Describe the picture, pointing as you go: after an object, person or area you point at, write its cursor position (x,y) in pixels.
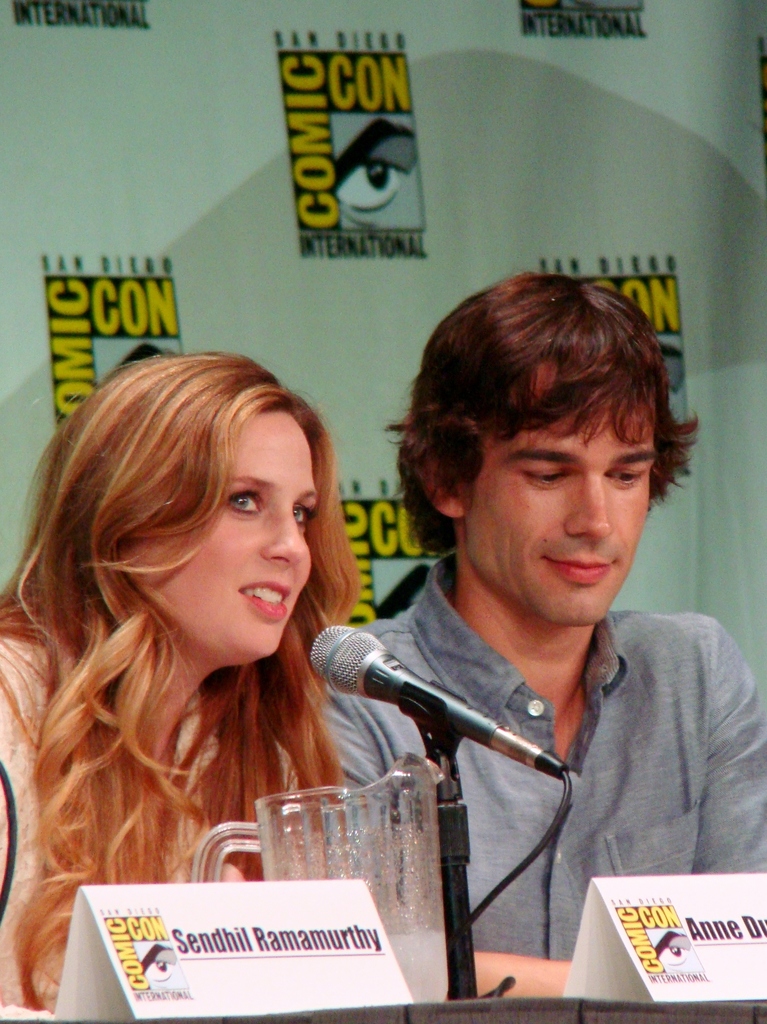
In this image I can see two persons (524,655) and in the front of them I can see a jar (261,820), a mic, two white colour boards (347,886) and on it I can see something is written. In the background (45,270) I can see a green colour thing (56,42) and on it I can see something is written.
